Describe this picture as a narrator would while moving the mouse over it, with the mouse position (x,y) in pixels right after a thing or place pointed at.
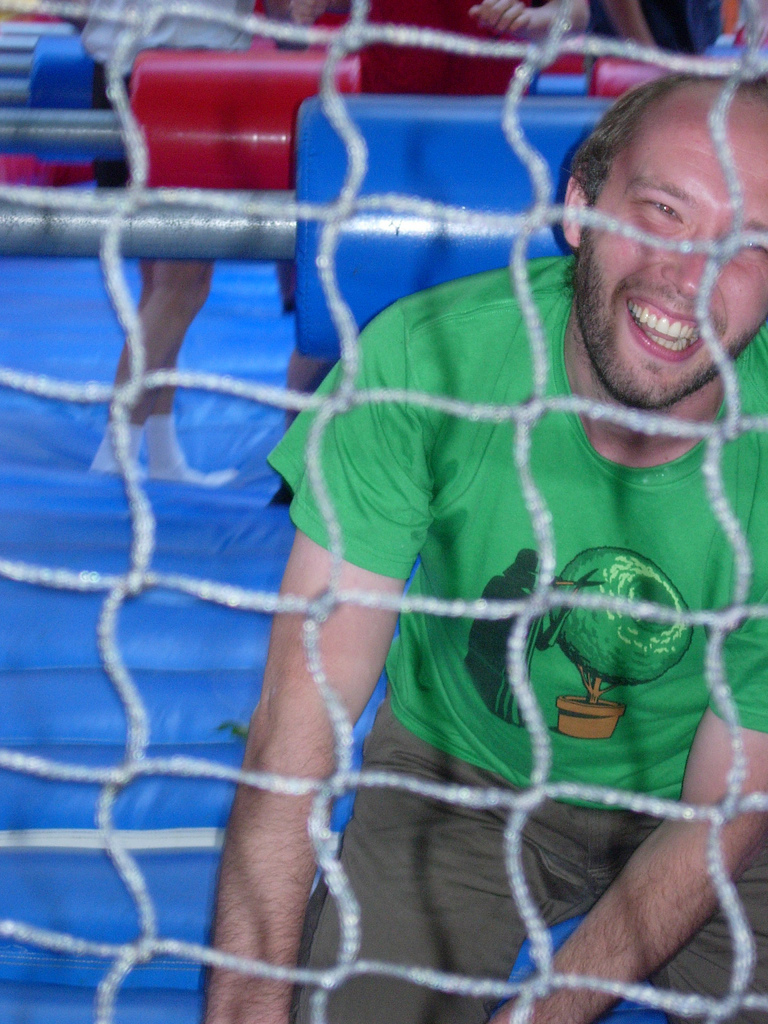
In the center of the image (268,389) there is a fence (331,524). Through the fence (550,588), we can see one person (529,579) is sitting and he is smiling and we can see he is in a green t shirt (531,569). In the background (228,212), we can see red color objects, blue color objects (162,549) and a few other objects (197,232). On one of the blue color objects (209,426), we can see two persons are standing.
